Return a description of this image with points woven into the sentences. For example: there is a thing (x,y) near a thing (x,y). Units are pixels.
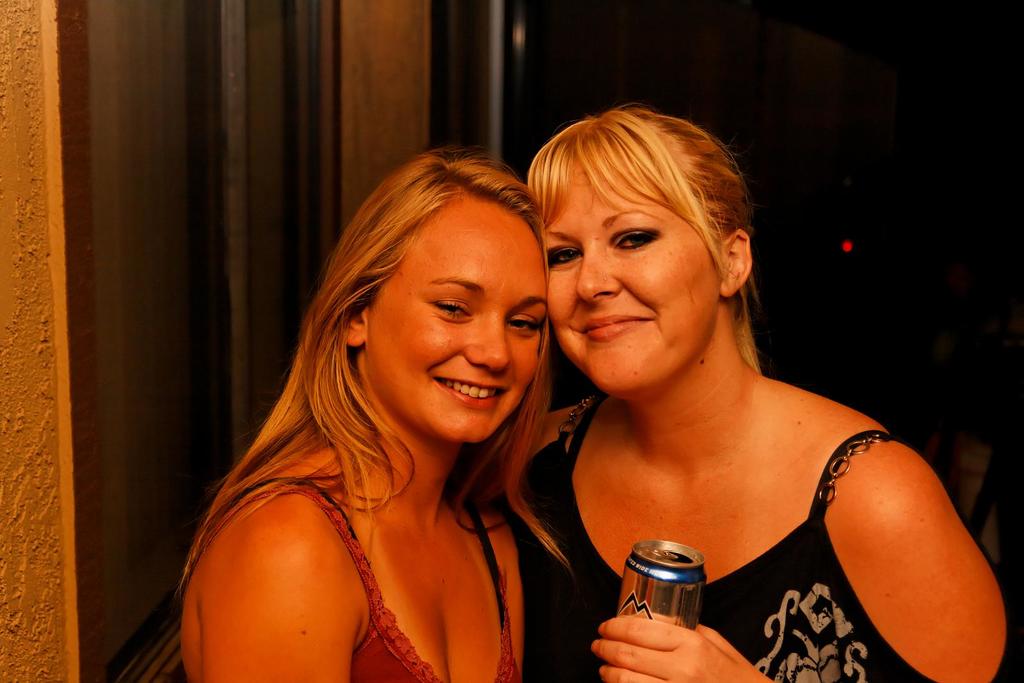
This image consists of two women (461,529). On the right (829,634), the woman (849,640) is wearing a black dress (797,641) and holding a tin (666,572). In the background (229,202), it looks like a door (427,144). And the background (975,333) is too dark.
